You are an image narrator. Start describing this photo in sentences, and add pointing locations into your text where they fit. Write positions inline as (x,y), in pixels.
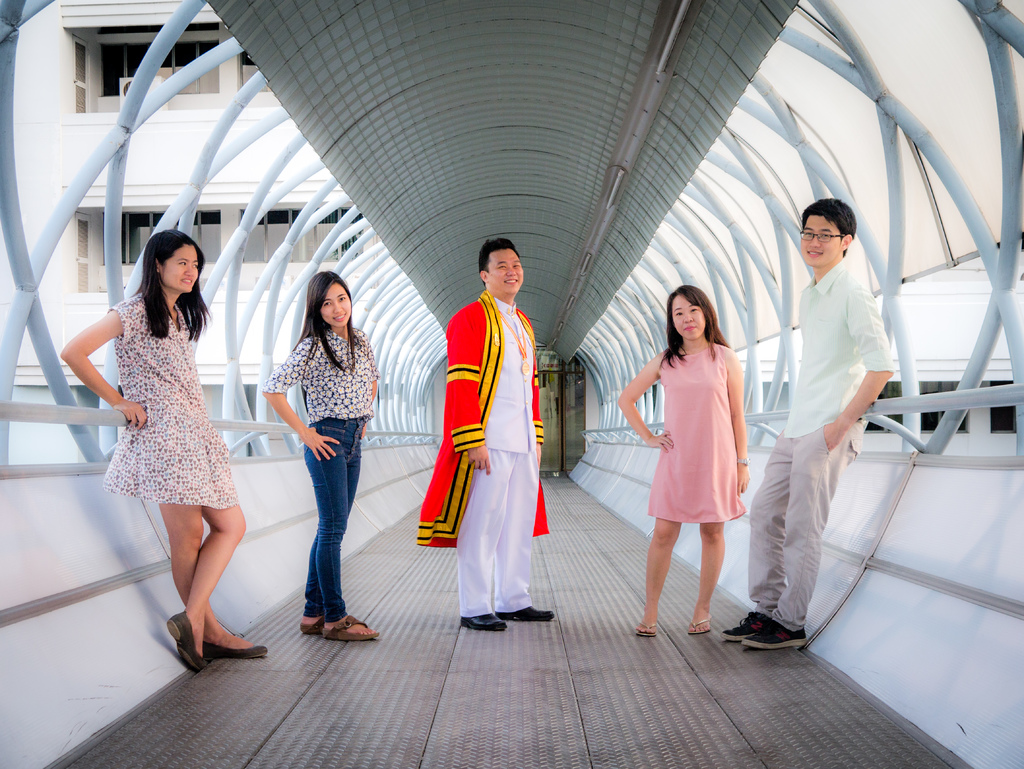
In this picture there are people (884,372) those who are standing in the center of the image (341,467) and there is a roof (520,70) at the top side of the image (541,83), it seems to be there are boundaries (893,317) on the right (902,167) and left side of the image (206,61) and there is a building (195,116) in the background area of the image (161,168).
